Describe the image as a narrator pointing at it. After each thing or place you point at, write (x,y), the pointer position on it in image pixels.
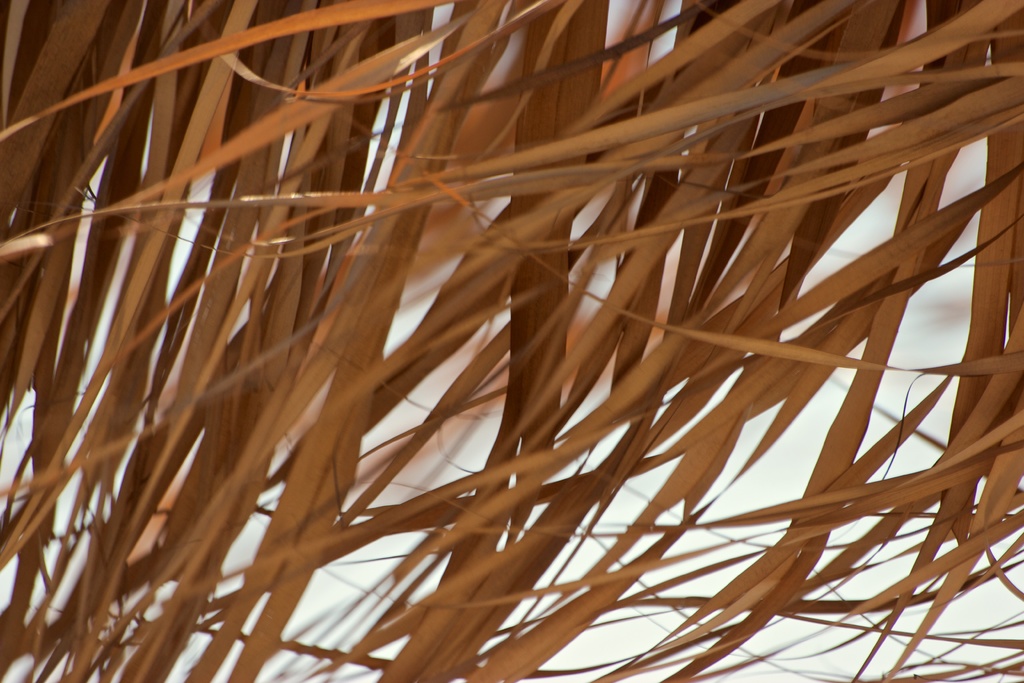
In this image I can see the dry grass (280,380) in brown color. Background (769,524) is in white color.
